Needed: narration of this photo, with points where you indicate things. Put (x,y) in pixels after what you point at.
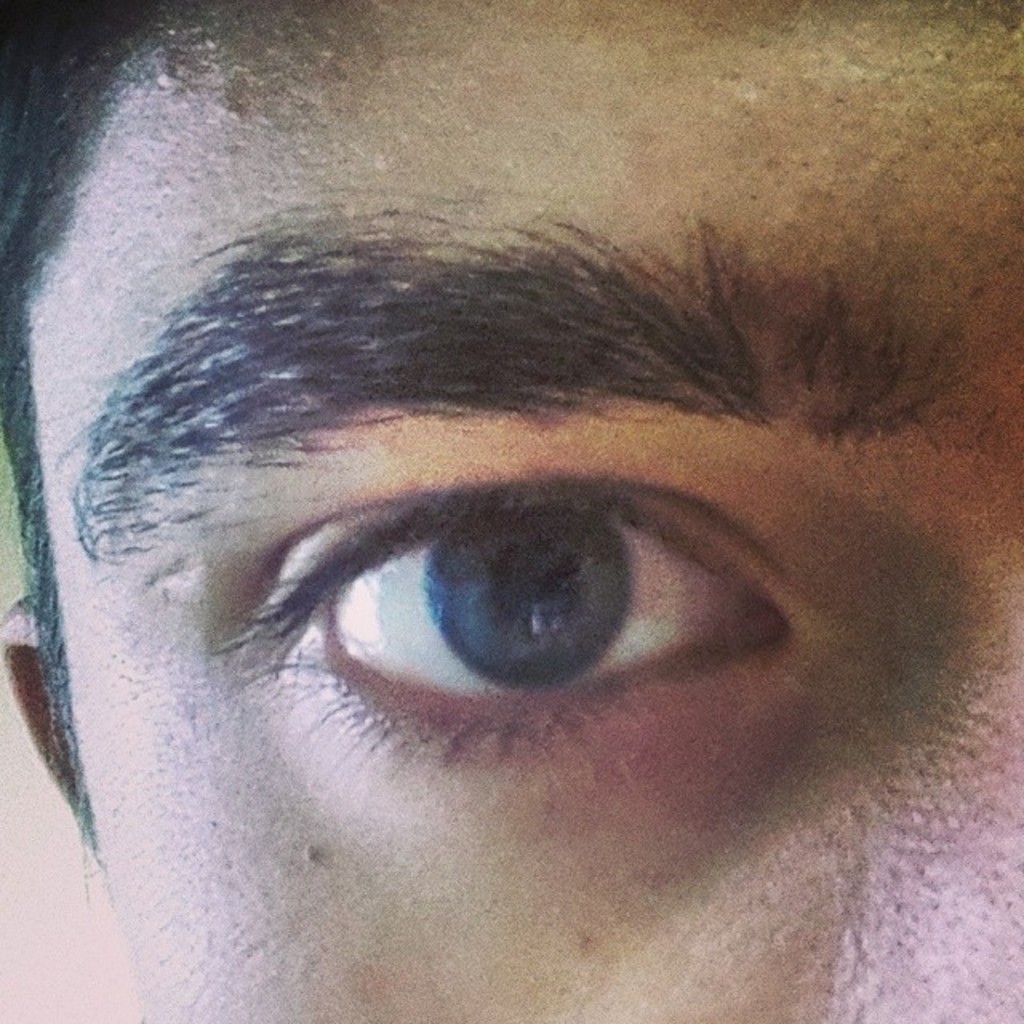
In this picture I can see a person's face (637,273) and I see an eye (695,502) and I see the eyebrows (446,346). On the left side of this picture (23,53) I see the hair (27,41) and an ear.
